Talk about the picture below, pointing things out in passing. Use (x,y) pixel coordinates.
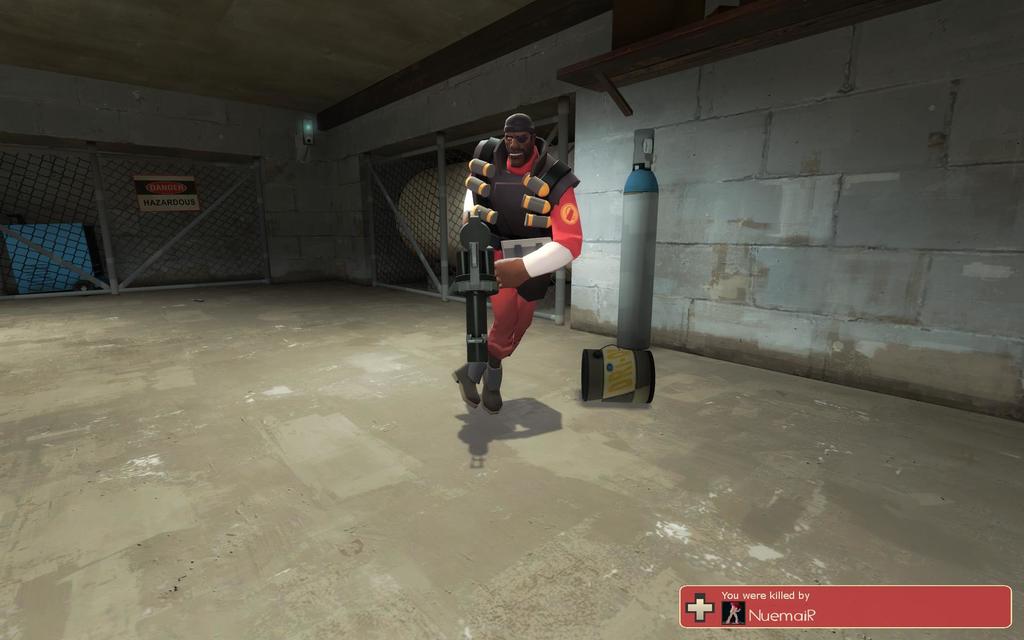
This is an animated image where we can see a person (518,279) holding a weapon (487,332). Here we can see the wall (801,183), shelf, fence (46,201) and caution board (140,185) in the background (126,195). Here we can see the edited text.
